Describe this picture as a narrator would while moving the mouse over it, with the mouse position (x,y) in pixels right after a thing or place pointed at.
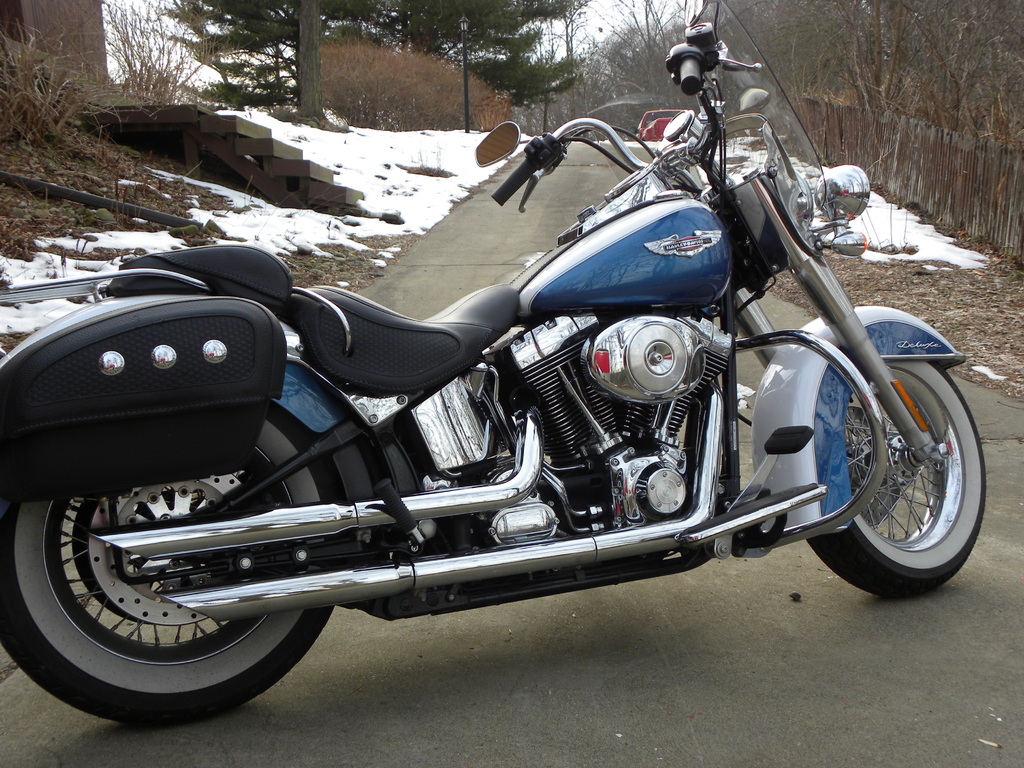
In the center of the image (409,324), we can see a motorbike (644,365) on the road (660,673) and in the background (586,75), there are trees (256,16), poles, stairs (243,125) and at the bottom (678,668), there is ground (437,170) and some part of it is covered with snow (437,143).
